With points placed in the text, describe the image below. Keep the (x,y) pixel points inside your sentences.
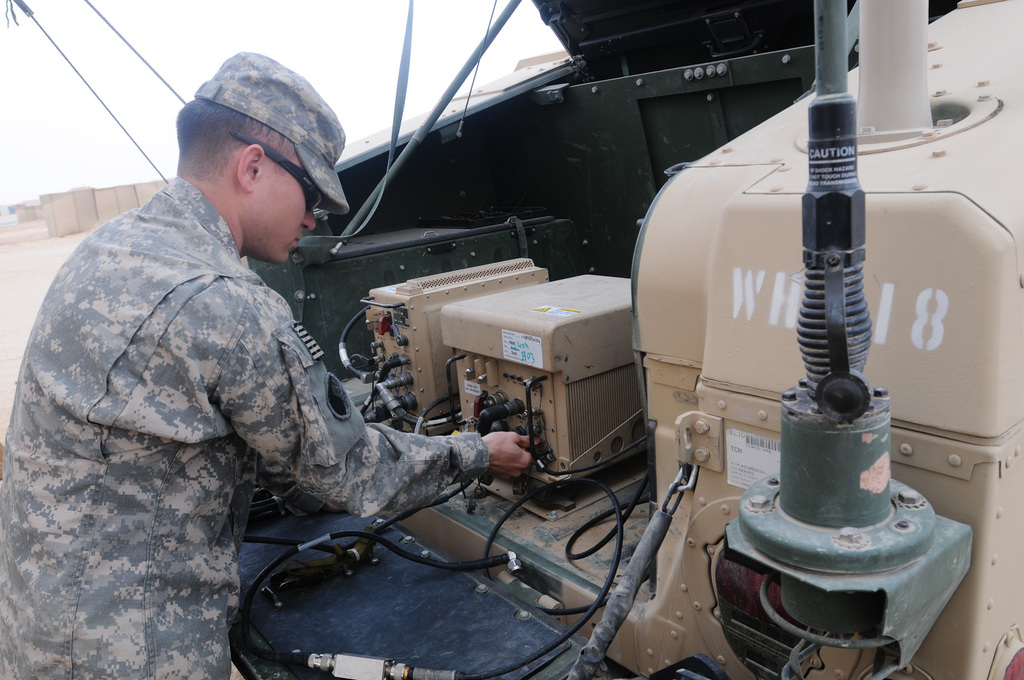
This image is taken outdoors. At the top of the image (112,99) there is a sky (202,50). On the left side of the image (218,101) there is a man (219,326) and he is holding a wire (527,419) in his hand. On the right side of the image (846,287) there is a vehicle (702,191).
